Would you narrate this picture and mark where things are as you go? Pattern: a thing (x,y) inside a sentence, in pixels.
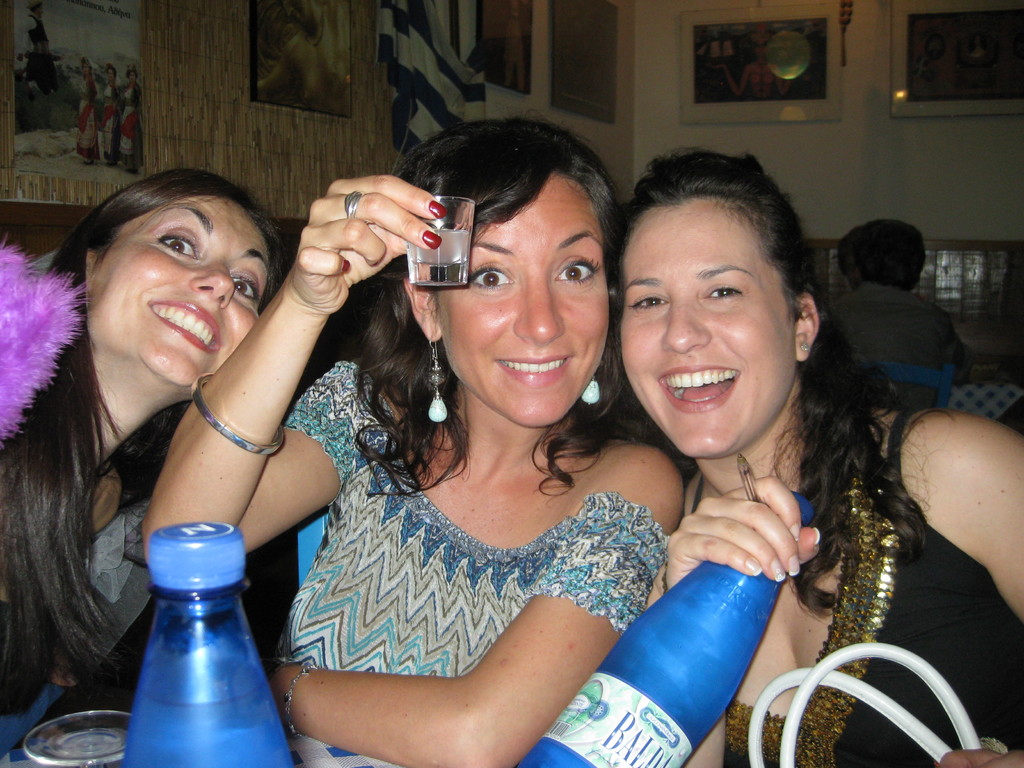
Here we can see three women (89,598) sitting on chairs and the woman (773,519) in the right (901,564) is holding a bottle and the women (419,534) in the middle (418,445) is holding a glass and all of them are smiling and behind them we can see a person (882,280) sitting and on the walls (959,128) we can see portraits (75,82) present.
